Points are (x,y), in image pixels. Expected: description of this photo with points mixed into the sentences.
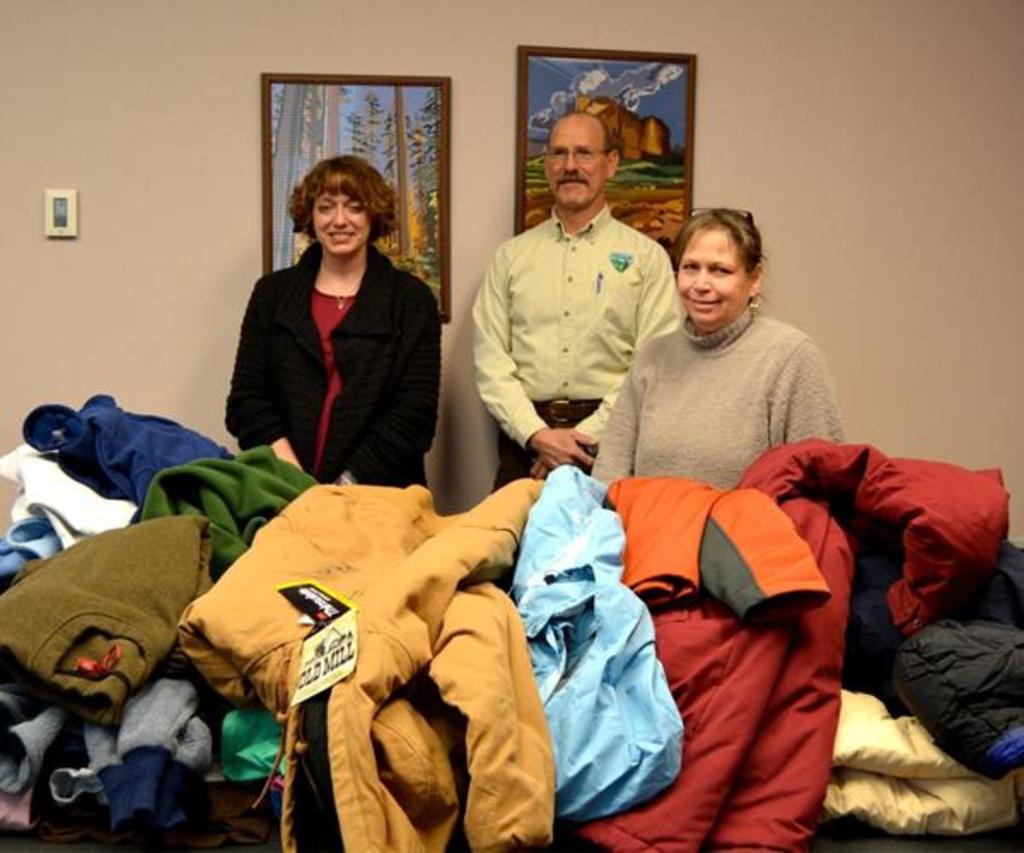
In this picture we can see there are three people (554,377) standing and in front of the people (421,301) there are some clothes (508,556). Behind the people (494,342) there is a wall (953,131) with the photo frames (550,112) and a rectangle shape object (55,206).
